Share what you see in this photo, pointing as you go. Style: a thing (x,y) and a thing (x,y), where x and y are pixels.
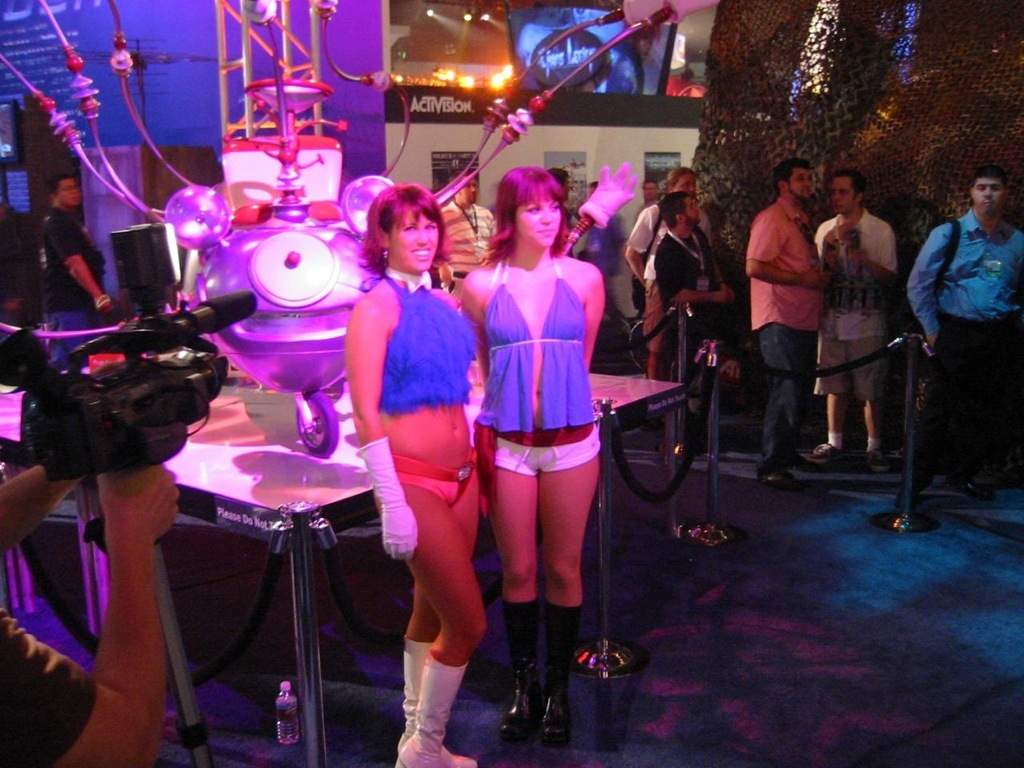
In this image I can see there are two womans (420,321) wearing colorful dress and standing in front of table (264,399), on the table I can see colorful objects (362,188) and I can see a person (120,472) holding a camera (104,377) visible on left side (119,373) and I can see there are few persons (755,248) and a stand (912,341) and a rope (851,368) attached to the stand (912,358) visible on right side (1002,356) and at the top (108,122) I can see the wall (566,115) and lights (820,88).
